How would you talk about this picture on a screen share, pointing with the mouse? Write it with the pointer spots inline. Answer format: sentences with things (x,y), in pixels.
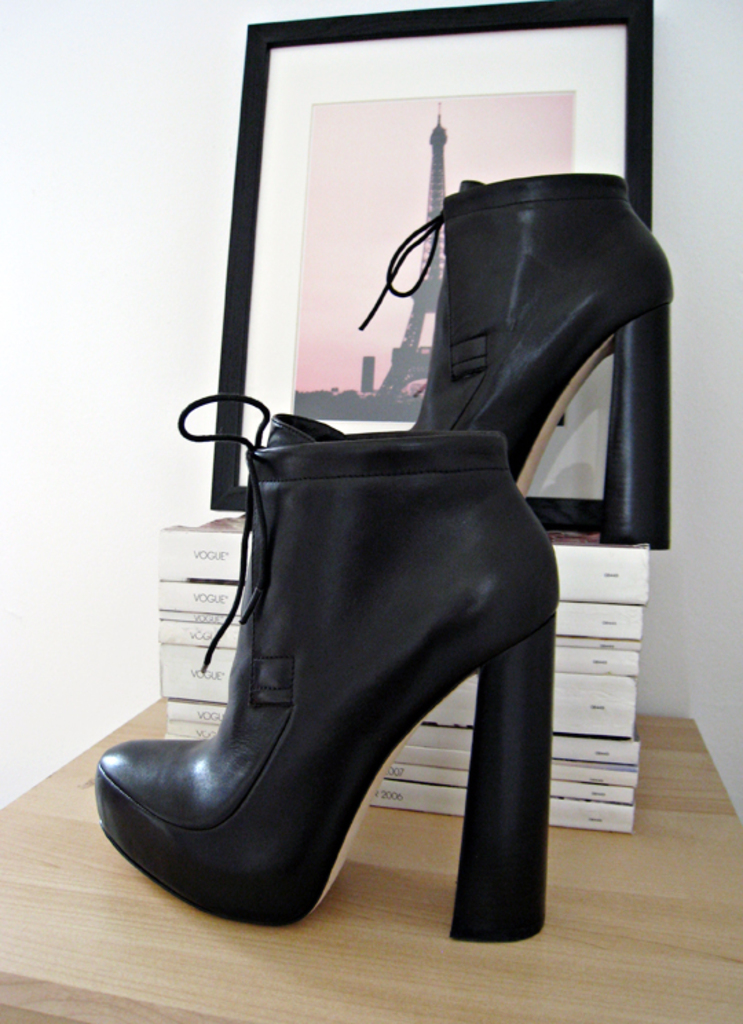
In this image there is a black colour heel (317,644) on the table (168,939). Behind it there are books (602,625) on which there is a frame (250,156). Beside the frame (297,258) there is another heel (505,271).
